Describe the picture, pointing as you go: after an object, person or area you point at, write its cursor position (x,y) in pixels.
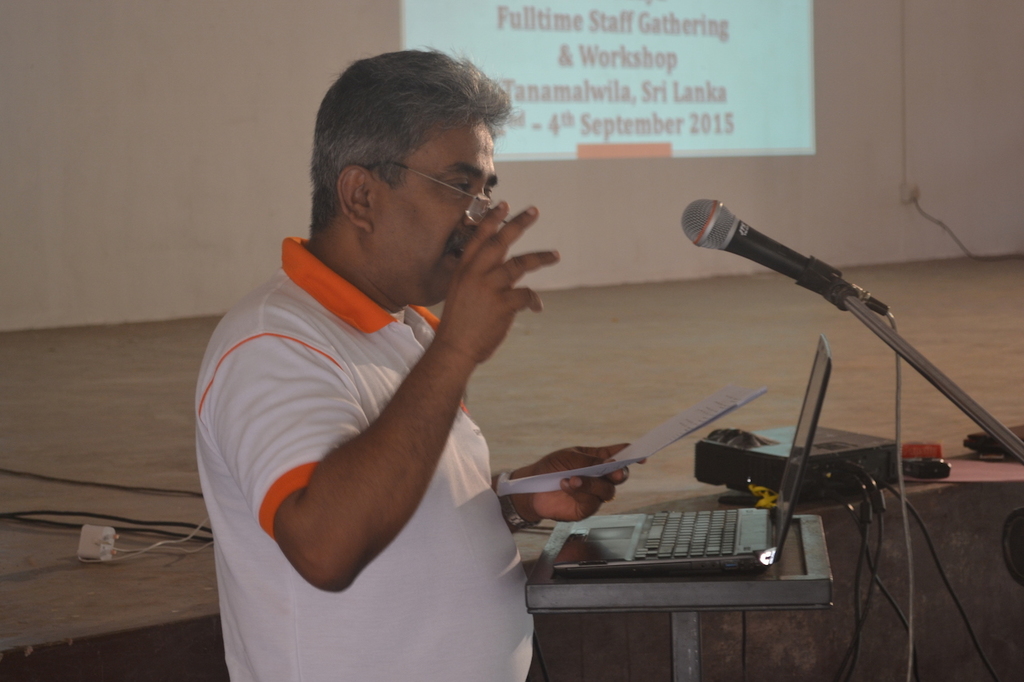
This is the man (472,590) holding a paper (621,456) and standing. This looks like a table (649,583) with a laptop (697,571). I can see a mike (797,268), which is attached to the mike stand (983,423). This looks like a projector (850,456) with the cables (879,514) attached to it. This is the display (656,128) on the wall (840,179).
